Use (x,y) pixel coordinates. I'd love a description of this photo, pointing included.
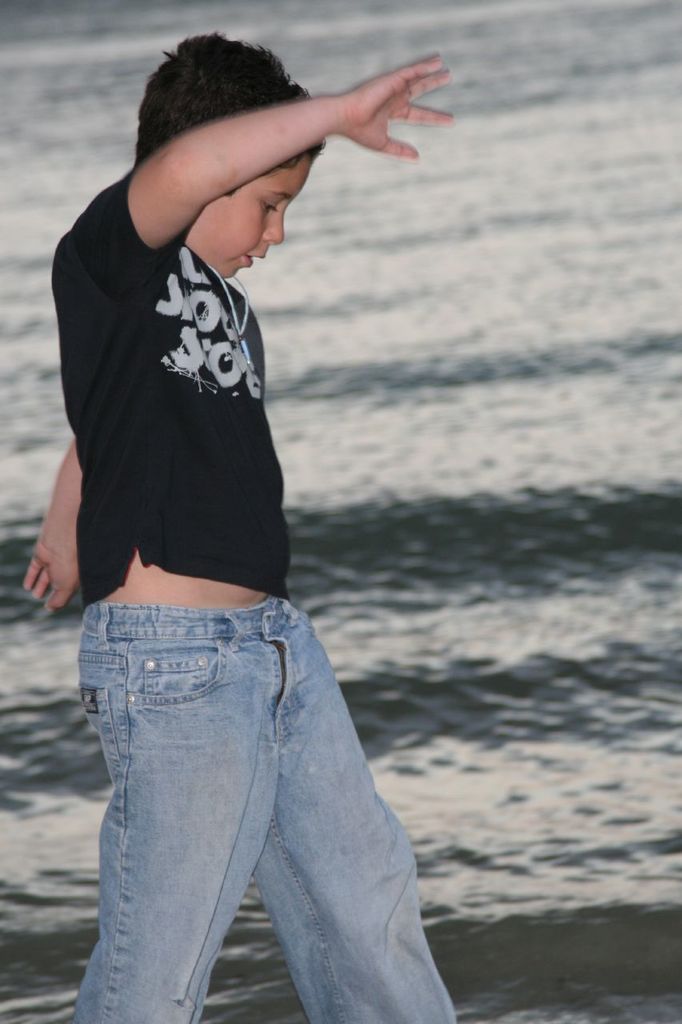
In this image I can see a boy (239,535) wearing black t shirt (157,432) and blue jeans (87,686) is standing. In the background (501,304) I can see the water (493,302).
